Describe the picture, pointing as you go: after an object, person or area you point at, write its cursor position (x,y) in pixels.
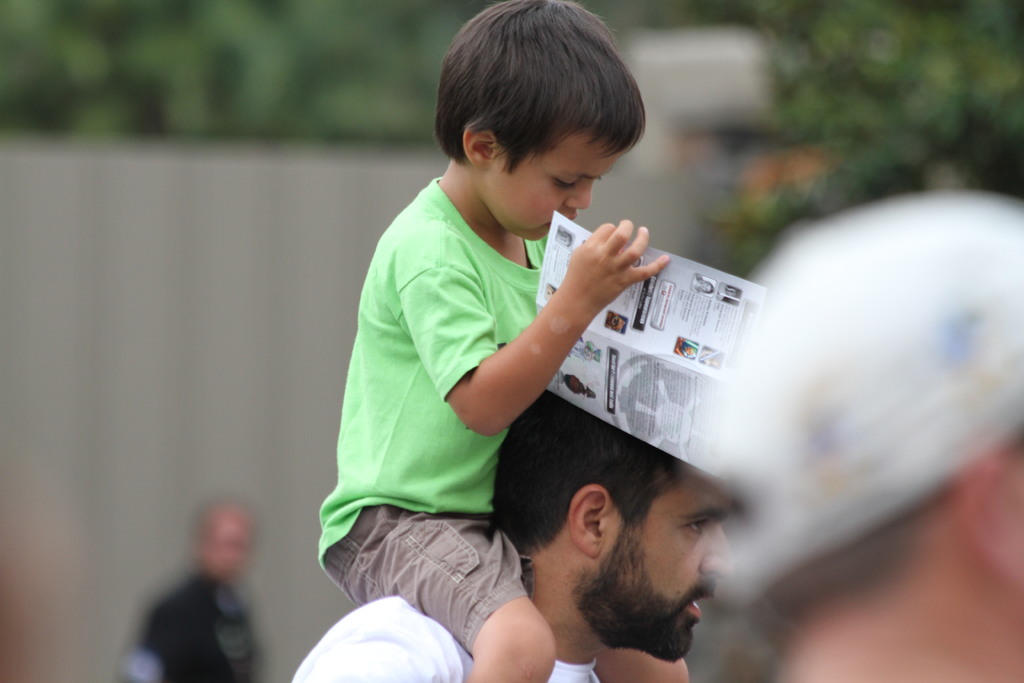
In the foreground of this image (928,505), on the right (970,555), there is a person (958,567). in the middle (427,332), there is a boy (418,386) holding a paper (647,385) and sitting on the shoulders (409,642) of a man (411,642). In the background (268,602), there is another person (218,602), wall (322,209) and the trees (820,83).
